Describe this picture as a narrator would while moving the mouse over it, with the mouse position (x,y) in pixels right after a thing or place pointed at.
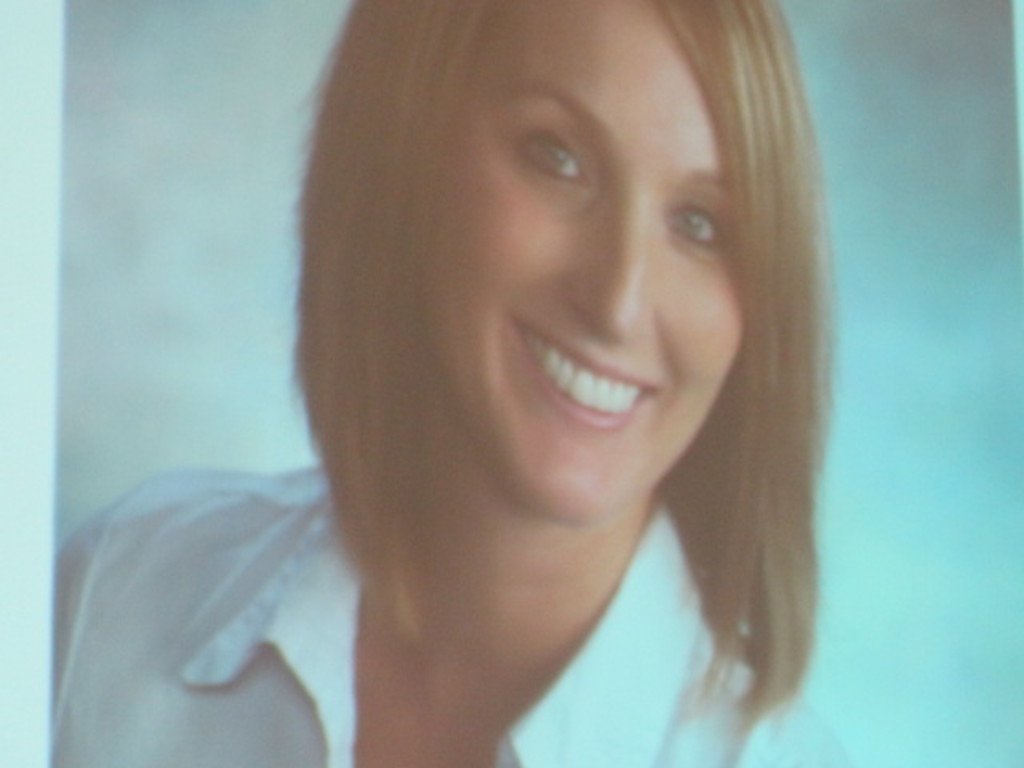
In this image we can see a woman (806,388) wearing white shirt (222,714) is smiling. The background of the image (176,3) is in blue color.
